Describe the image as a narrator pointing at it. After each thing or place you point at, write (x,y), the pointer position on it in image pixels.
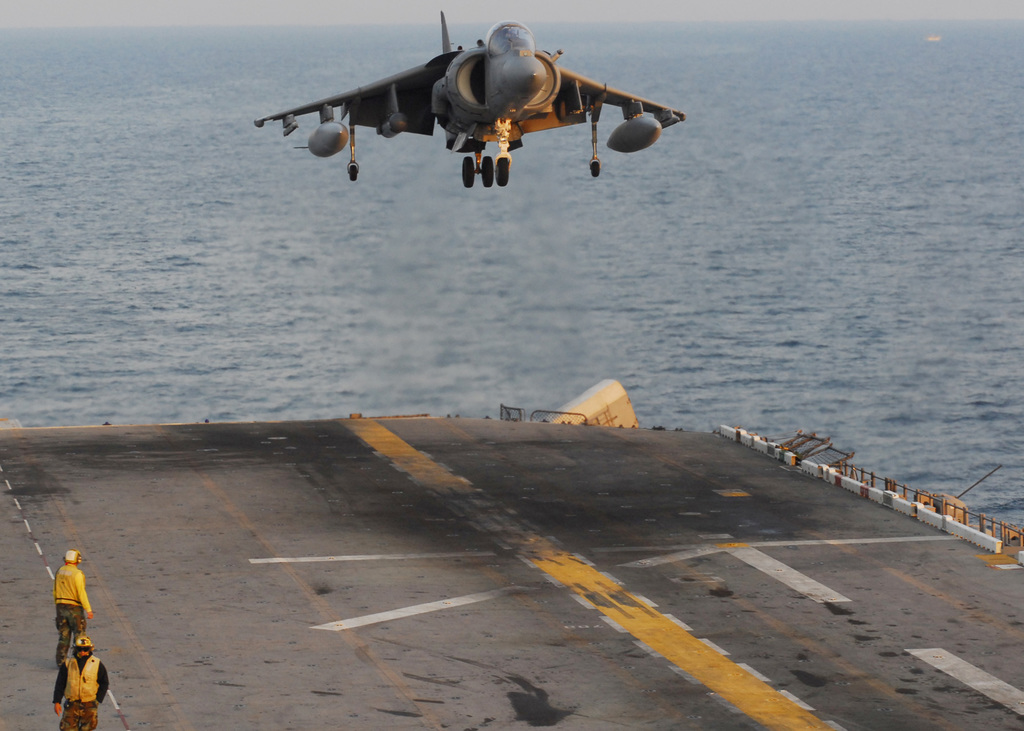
In this image I can see the runway (365,645), two persons (82,658) wearing yellow colored jackets (93,665) are standing on the runway (53,597) and an aircraft (491,110) which is grey and black in color is flying in the air. In the background (759,133) I can see the water (859,150) and the sky (843,7).
